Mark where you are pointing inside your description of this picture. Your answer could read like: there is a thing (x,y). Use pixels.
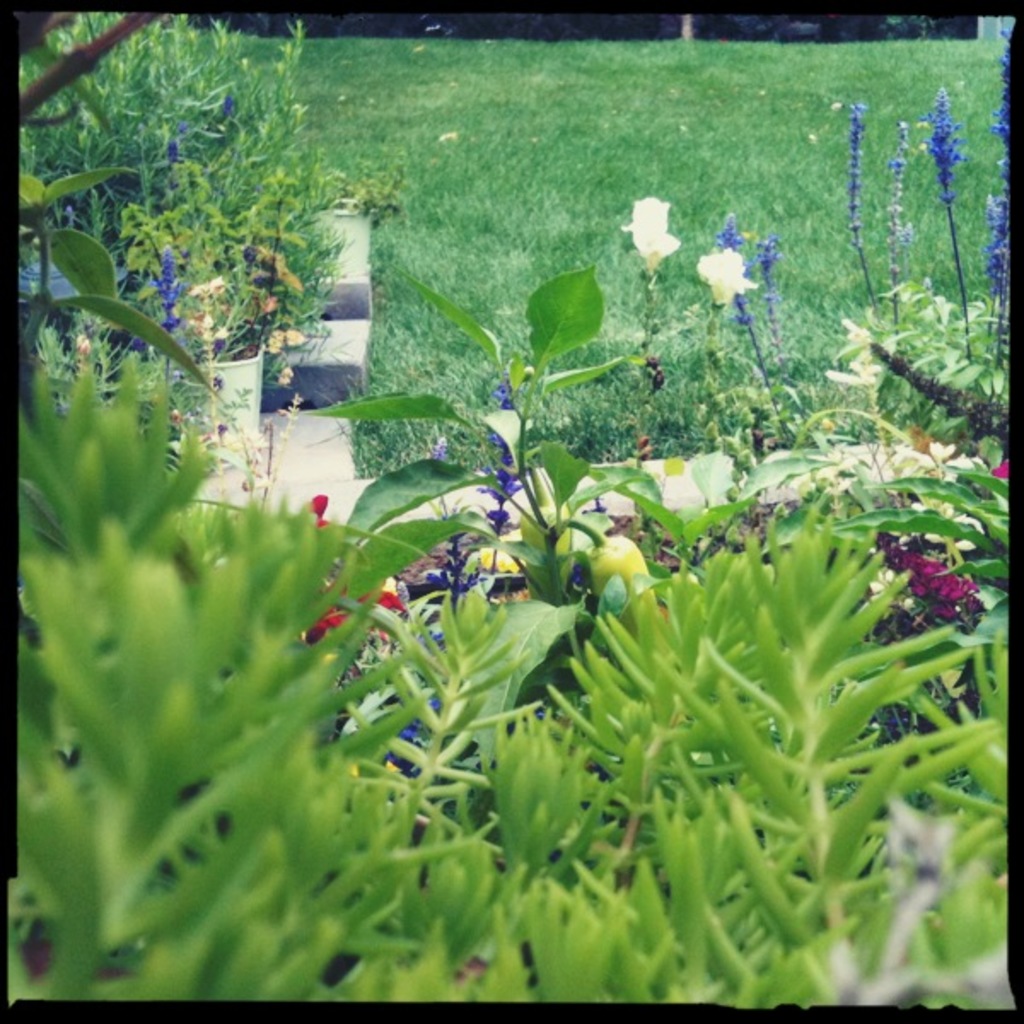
In this picture we can see few plants (580,514), flowers (719,264) and grass (527,240).
